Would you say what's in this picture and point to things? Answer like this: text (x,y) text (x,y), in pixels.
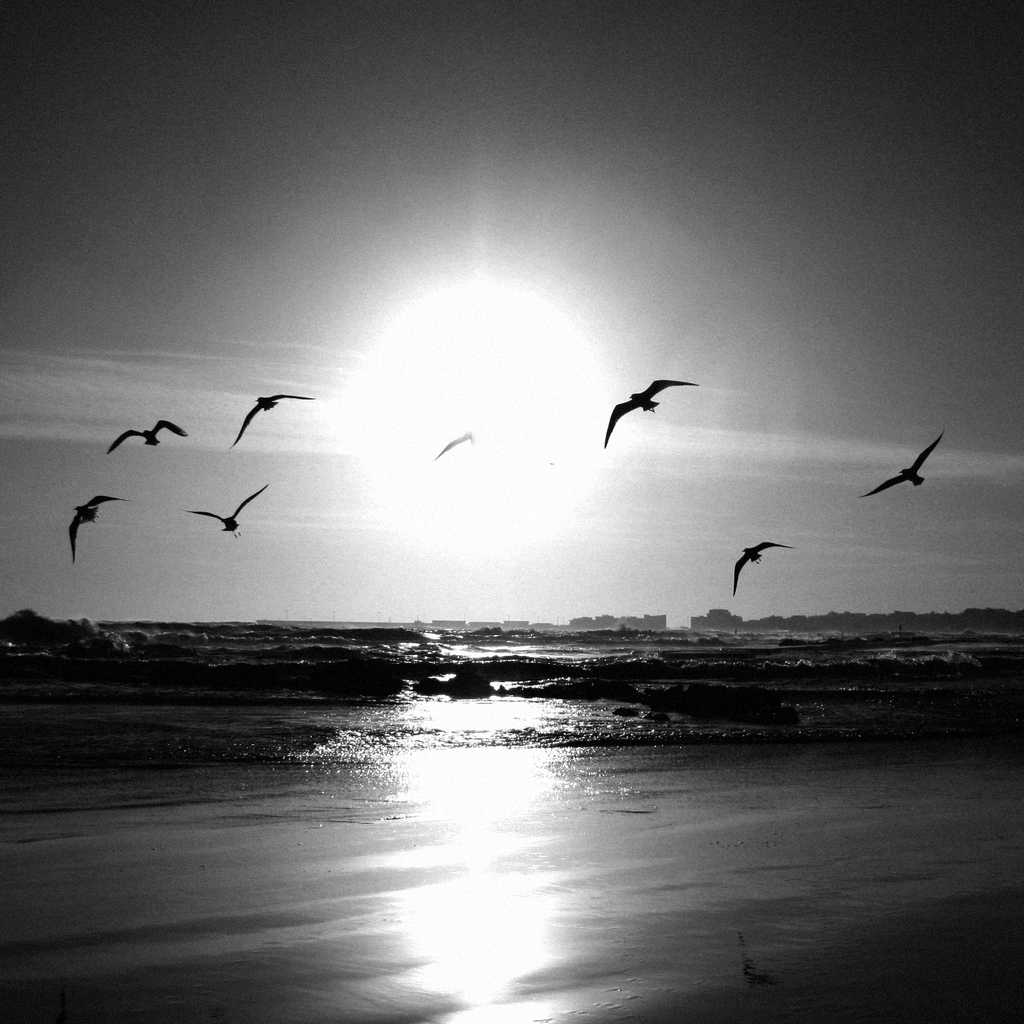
In this image I can see water (223,704). Background (124,549) I can see birds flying and sky (308,188), and the image is in black and white.
